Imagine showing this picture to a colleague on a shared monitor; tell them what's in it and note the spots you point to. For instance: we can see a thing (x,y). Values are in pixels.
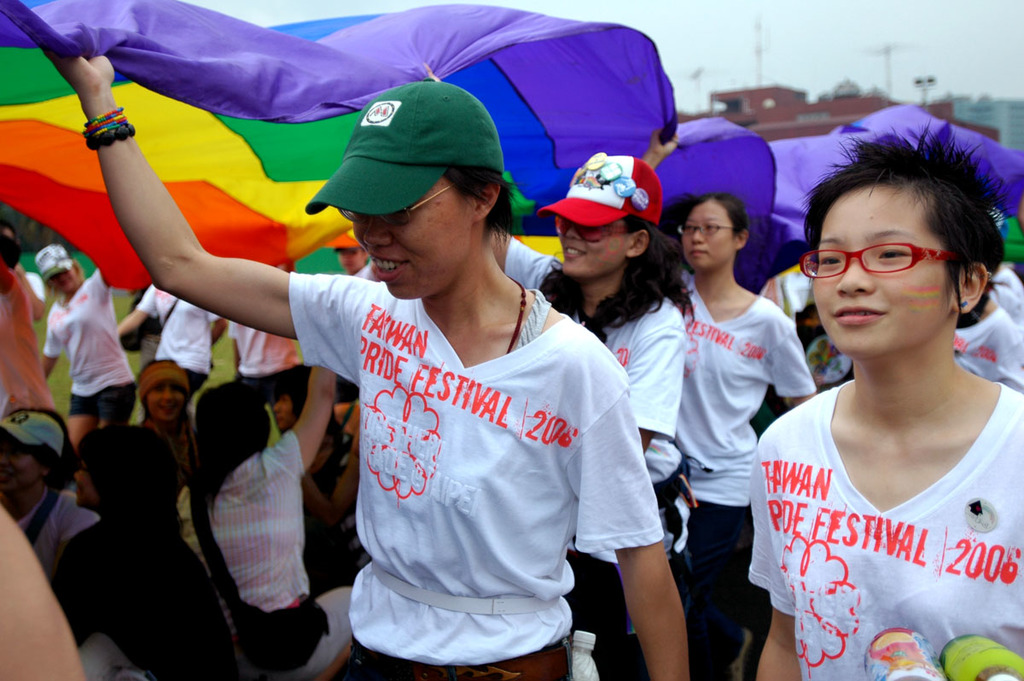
In this picture we can see some people (610,343) are standing and some people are sitting, some of them are holding a cloth (274,79), in the background (784,133) there are buildings (832,112), we can see the sky (839,51) at the top of the picture (756,24).
